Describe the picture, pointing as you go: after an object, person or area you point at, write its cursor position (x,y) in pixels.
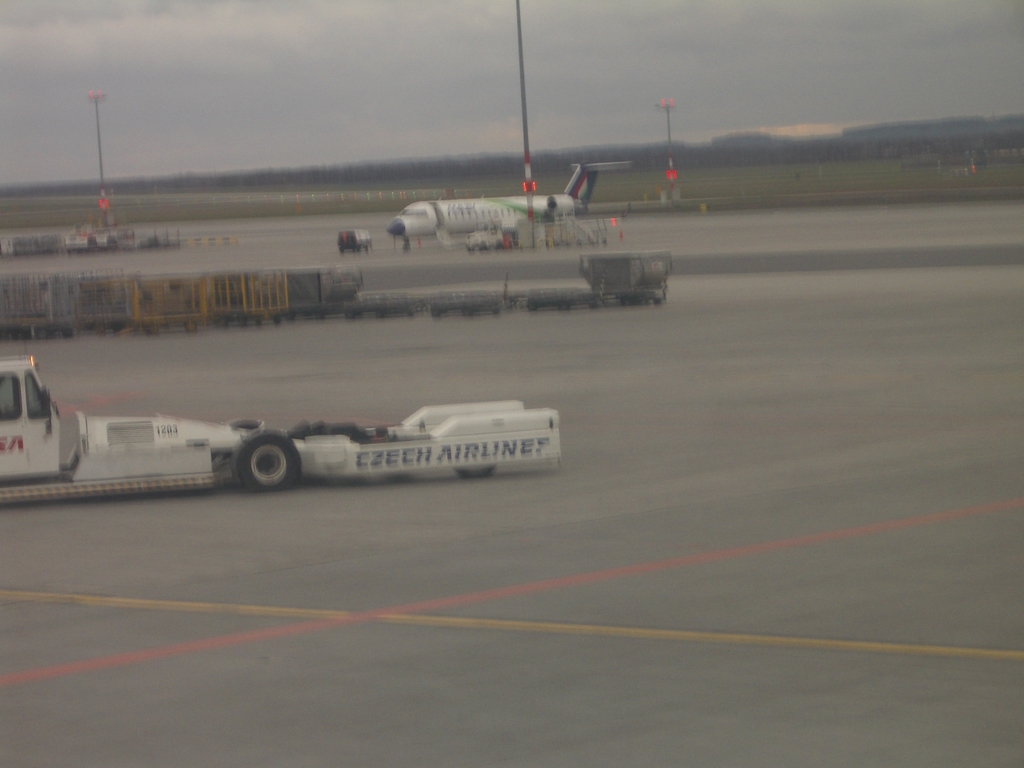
In the center of the image (469,292) we can see a few vehicles (487,240) and one airplane (509,223). In the background (576,54), we can see the sky (446,95), clouds (544,146), poles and some objects (705,209).
